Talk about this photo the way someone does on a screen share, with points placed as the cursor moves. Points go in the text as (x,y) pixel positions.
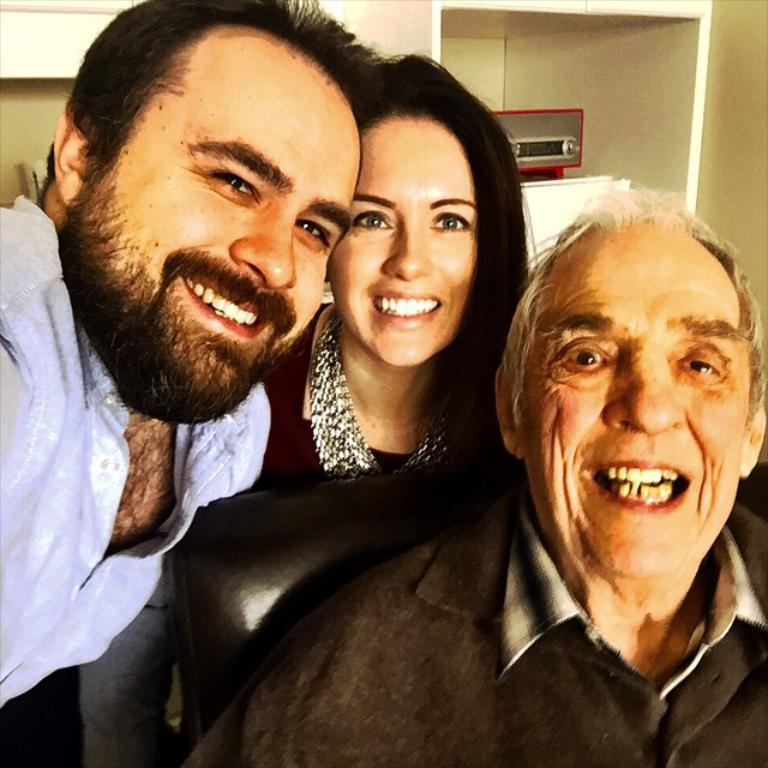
In this image we can see few people (440,341). There is an object (569,159) at the right side of the image (543,141).
